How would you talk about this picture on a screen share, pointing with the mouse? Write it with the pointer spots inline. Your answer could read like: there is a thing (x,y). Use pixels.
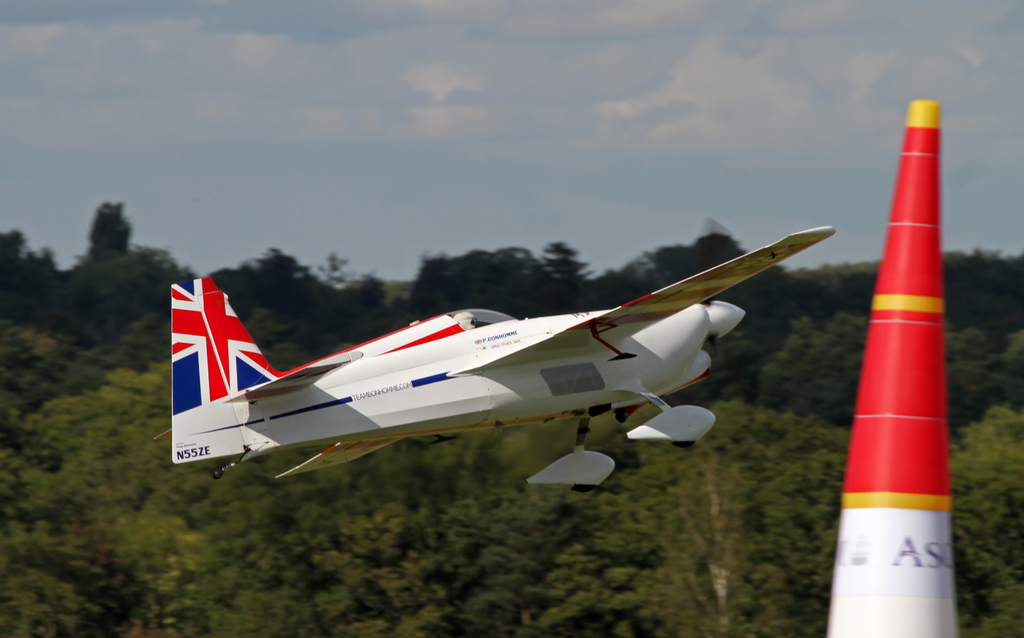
In the picture I can see an aeroplane (504,383) is flying in the air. The plane (380,386) is white in color. In the background (465,187) I can see trees (716,411), the sky (598,163) and some other object (876,419).
